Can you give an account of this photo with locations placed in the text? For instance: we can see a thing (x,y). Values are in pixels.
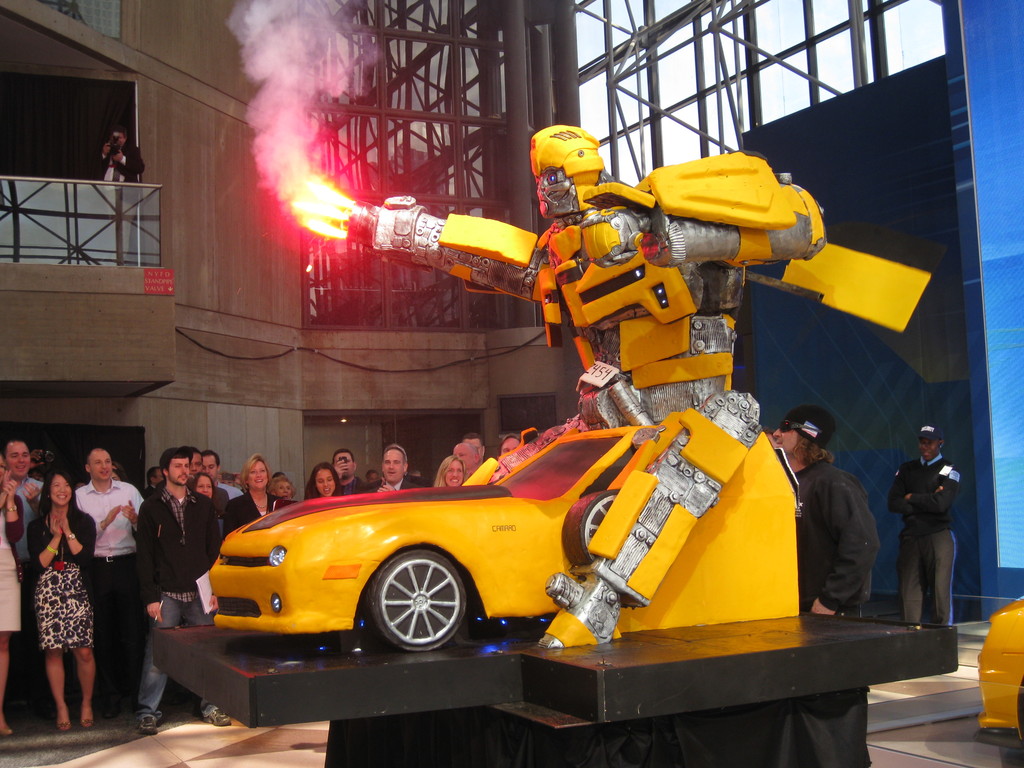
This picture shows few people (37,485) are standing and few are clapping and we see a human (125,156) Standing and taking a picture, Holding a camera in the hand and we see a artificial robot (481,233) and we see fire (334,232) with smoke (283,120).
